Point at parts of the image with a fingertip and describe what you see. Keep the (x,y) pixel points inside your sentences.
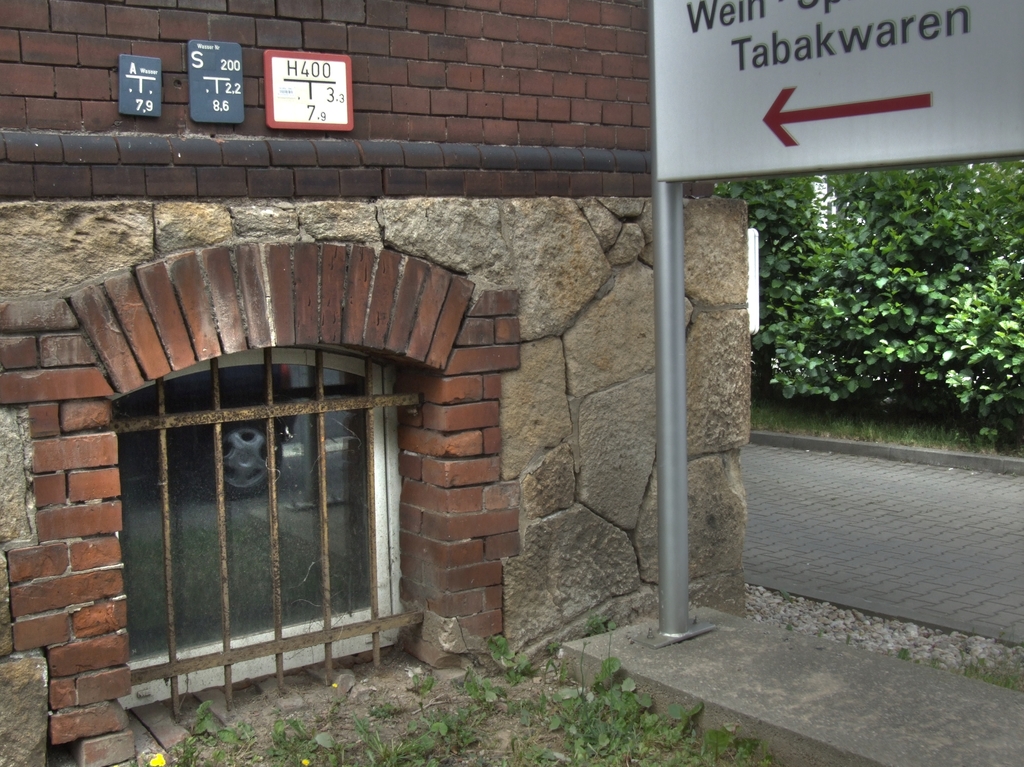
In this image on the left side (296,377) there is one house (488,339) and on the right side (734,85) there is one board (835,124) and trees (907,254), at the bottom (829,682) there is a walkway (914,555) and some grass (562,675). And on the top of the image (315,106) there are some boards (202,103) attached to the house (173,117).
